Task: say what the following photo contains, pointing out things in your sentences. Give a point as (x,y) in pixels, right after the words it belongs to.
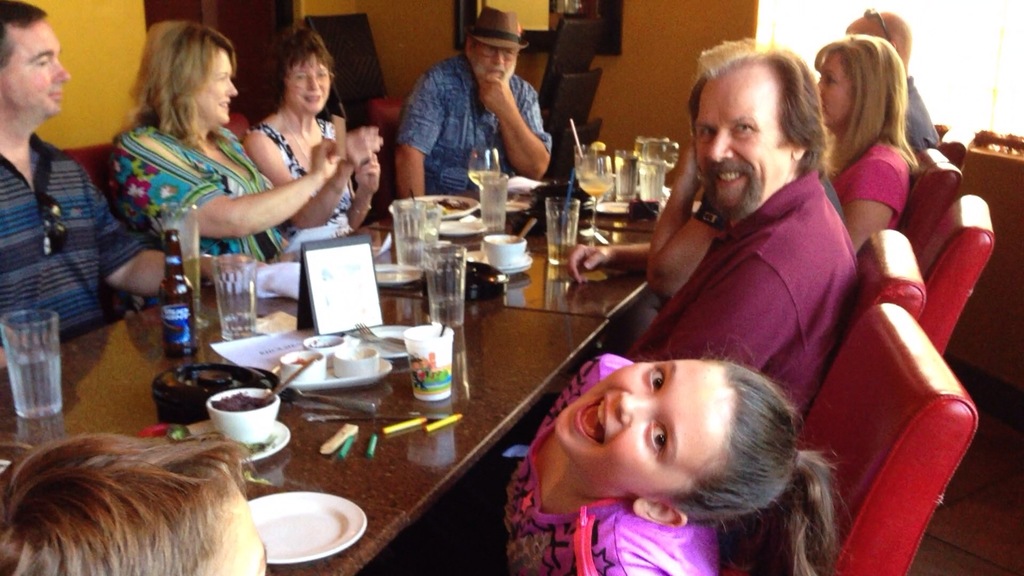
In this picture there are people (24,138) sitting on the chair (950,303) and smiling. They have a table (456,388) in front of them with some glasses (442,279) etc.
